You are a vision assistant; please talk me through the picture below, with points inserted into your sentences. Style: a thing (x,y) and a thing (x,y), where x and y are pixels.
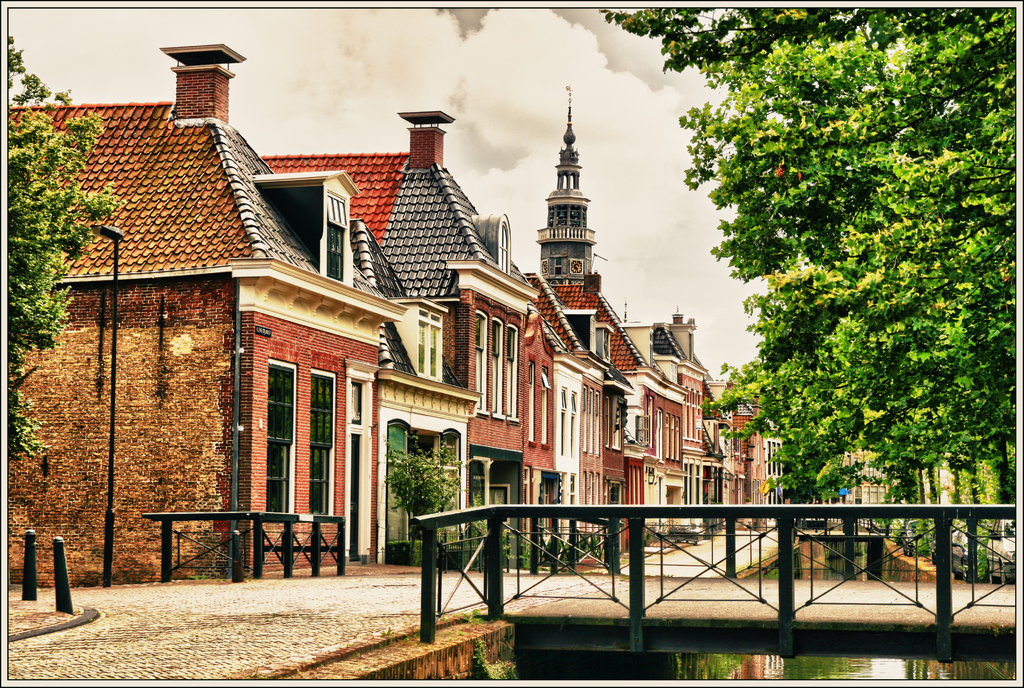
In foreground of the image (546,593) we can see some water body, bridge (964,585) and road (283,601). In the middle of the image (642,448) we can see building (591,277), road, trees (826,331) and street light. On the top of the image (657,81) we can see sky (661,161) and clouds (550,60).
